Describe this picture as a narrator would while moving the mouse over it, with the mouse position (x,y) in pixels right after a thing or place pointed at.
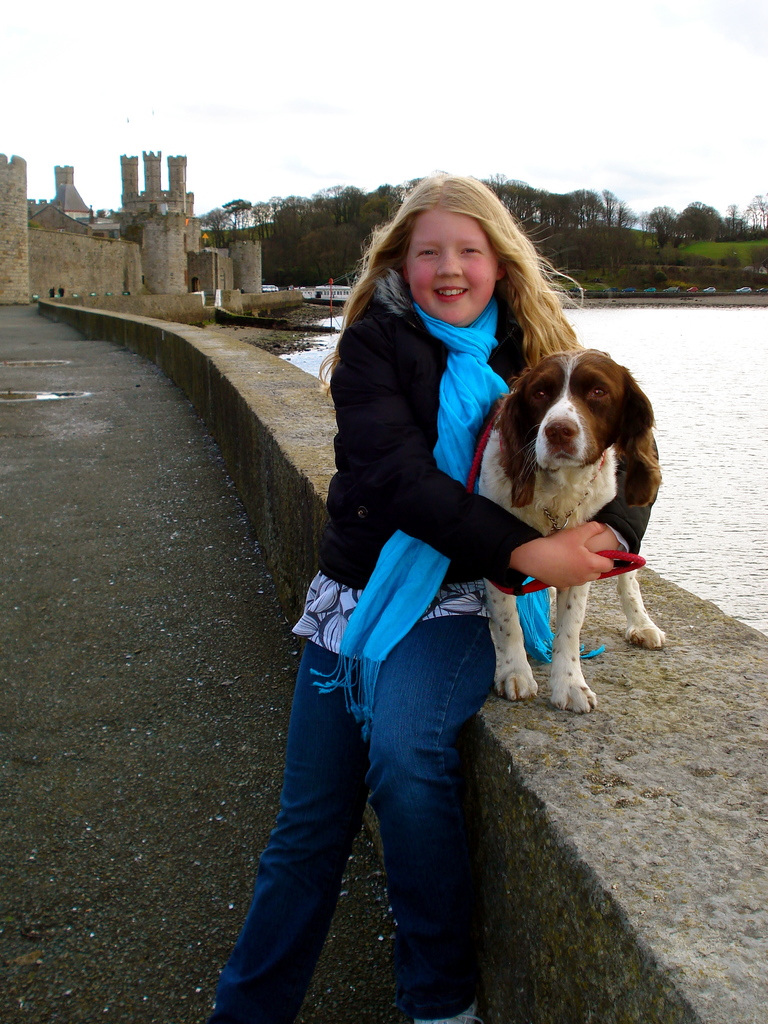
In this picture we can see a person (413,753) who is holding a dog (555,661) with her hands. This is road (94,499). Here we can see water (723,461). On the background (515,185) we can see some trees (332,221). And these are the buildings (189,253). And there is sky (466,71).
